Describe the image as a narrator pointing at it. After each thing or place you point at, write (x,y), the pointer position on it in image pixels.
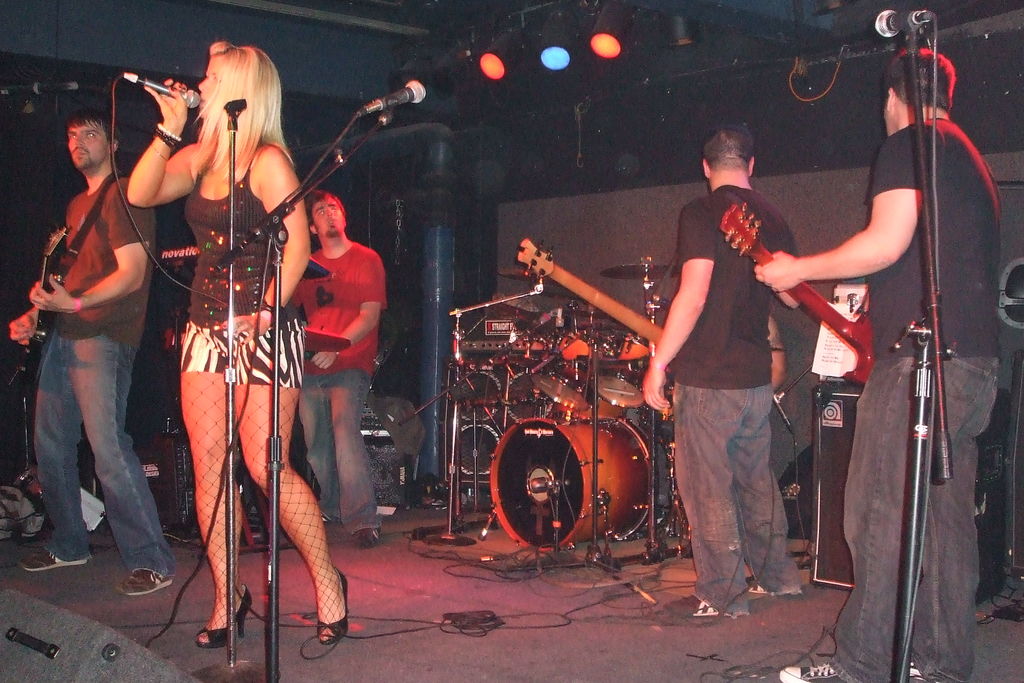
In this image on the left side (219,379) a lady (250,172) is singing. she is holding a mic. In the right (859,380) two persons (747,334) are playing guitar (821,313). In the left corner (94,402) one person (59,330) is playing guitar (36,341). Behind the lady (252,346) one person (338,330) is playing keyboard (347,338). In front of all of them there is mic (228,402). On the top (494,69) there is light (554,52). in the middle (546,449) there is drum (527,447). On the bottom right corner (825,464) there is speaker (999,491). It is looking like a music concert.
